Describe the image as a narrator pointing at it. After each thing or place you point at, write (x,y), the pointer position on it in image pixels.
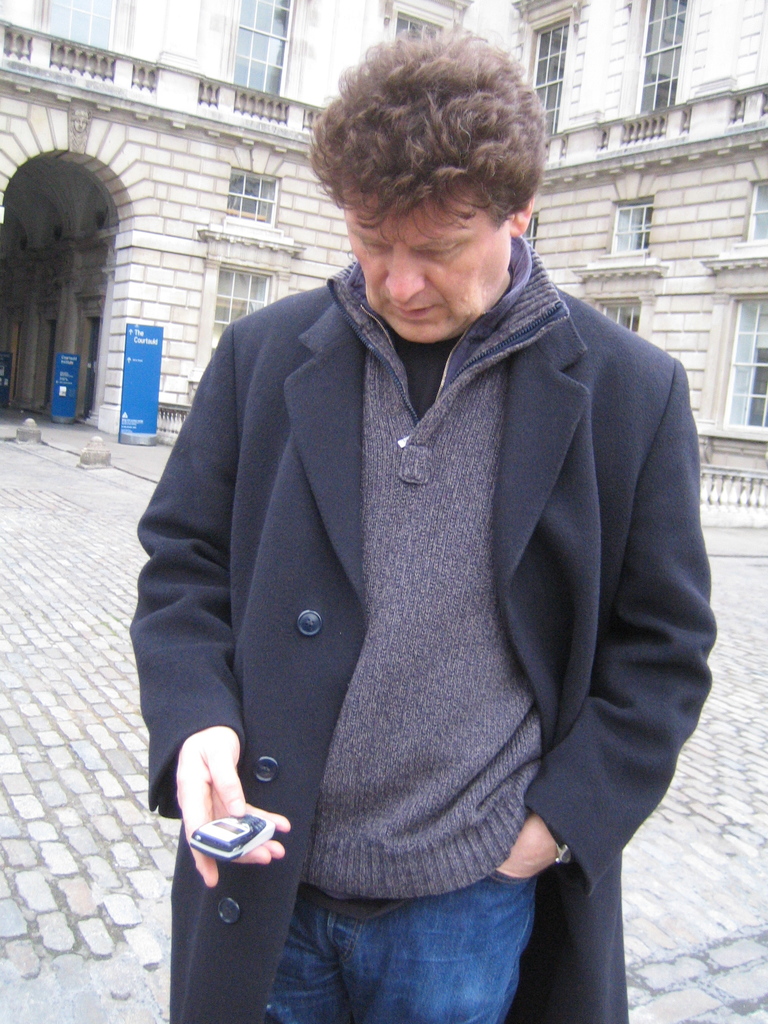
In the image there is a man (474,447) standing in the front (331,673), he is operating mobile (232,827) and behind the man (320,145) there is a huge building (86,67), it has many windows (658,89) and on the left side (97,154) there is an arch (81,205) to that building (83,235). The man (572,680) is standing on the pavement (102,594) in front of the building (103,429).
